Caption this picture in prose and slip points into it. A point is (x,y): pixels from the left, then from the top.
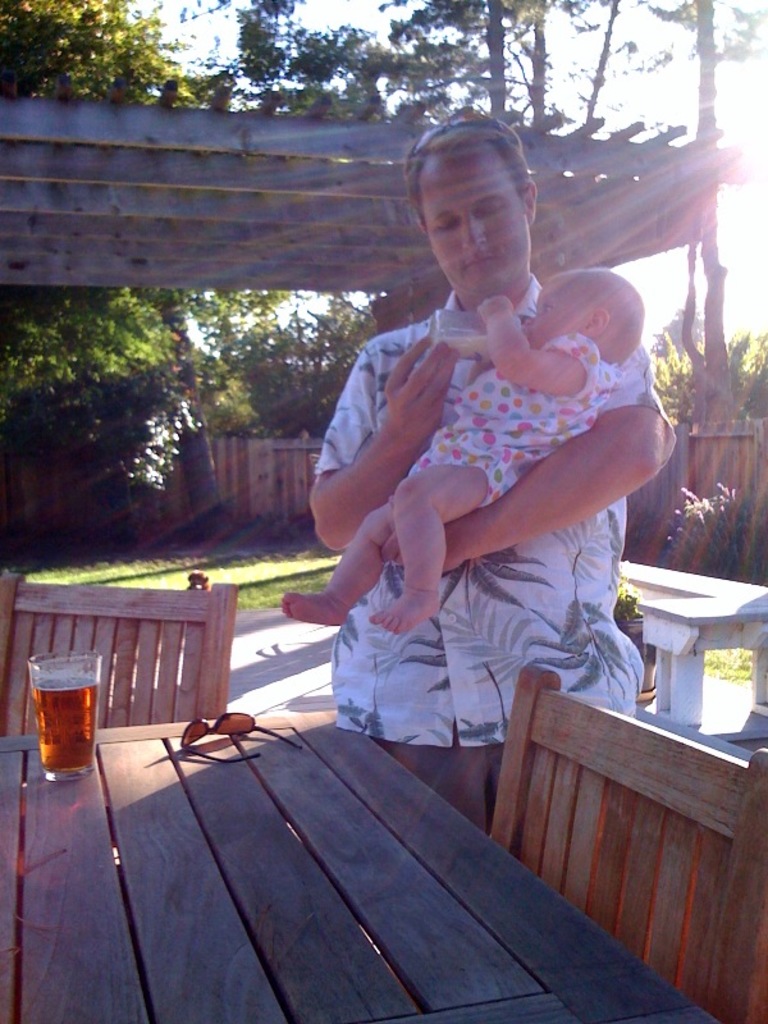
In this picture we can see a man (582,582) holding bottle (444,326) with his hand (422,395) and a baby (595,369) with other hand (569,451) and in front of him we can see chairs (222,594), table (304,825) and on table (104,871) glass (65,715) with drink (75,702) in it, goggle (206,729) and in the background (131,350) we can see tree (131,350), shed (199,243), wall (737,475), sky (628,118).
